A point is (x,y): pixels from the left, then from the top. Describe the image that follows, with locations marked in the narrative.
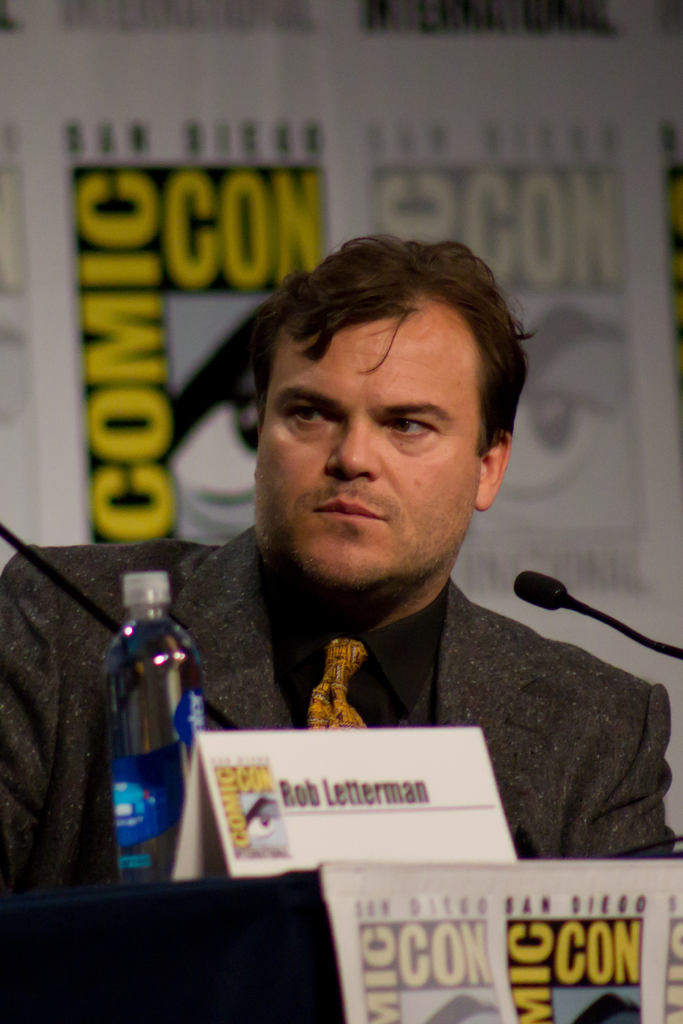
In the image there is a man (467,709) in front of a table (209,900), on table (249,906) we can see water bottle (167,650), board (326,820), speaker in background (559,258) there are some hoardings (565,244).
